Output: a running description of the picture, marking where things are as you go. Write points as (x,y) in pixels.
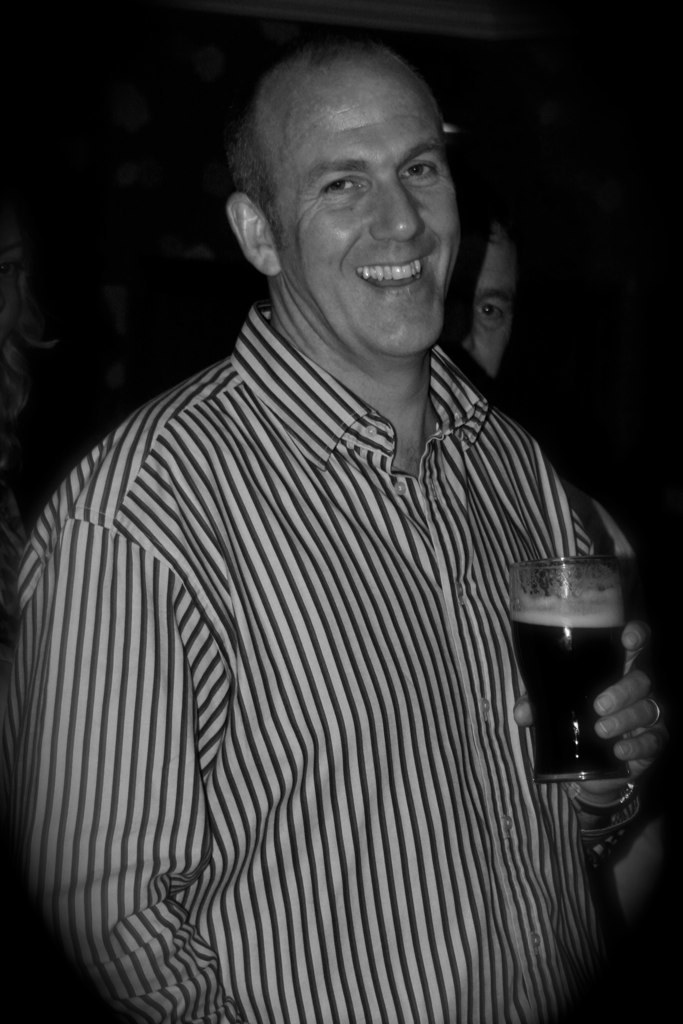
In the foreground of the picture (296,778) there is a person (574,549) holding a drink (570,647), behind him there is another person (489,295). The background (590,53) is dark.
